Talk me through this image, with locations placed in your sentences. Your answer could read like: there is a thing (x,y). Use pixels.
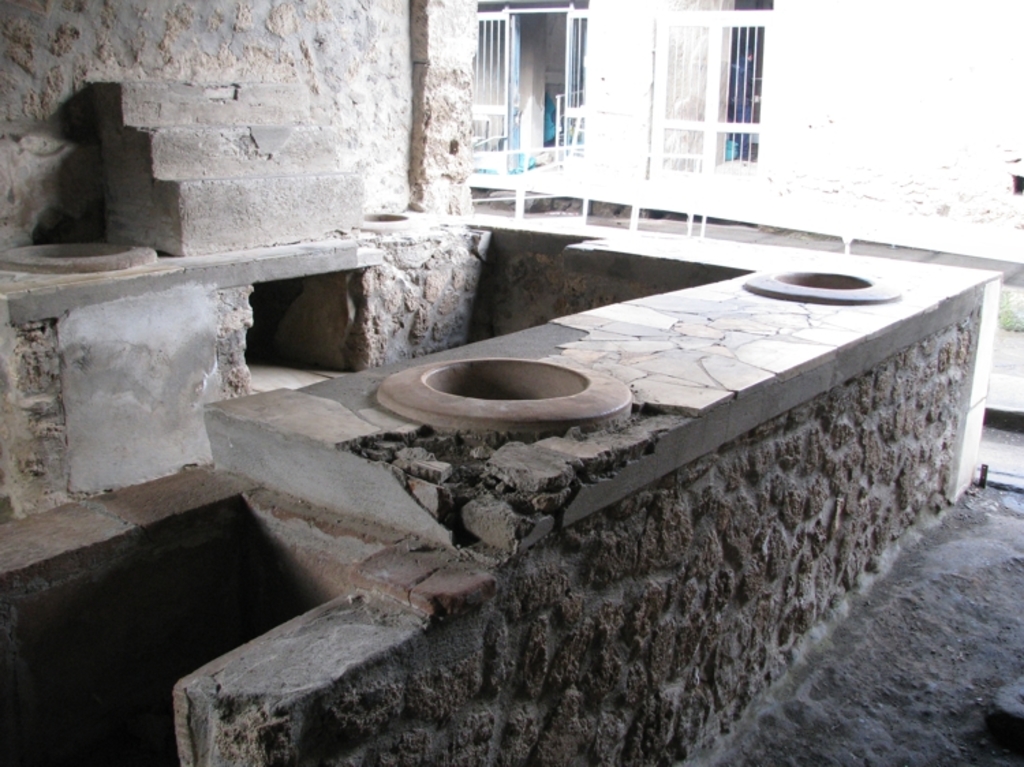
In this picture we can see steps (194,130), wall (193,45), floor (883,601) and in the background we can see windows (693,25).
